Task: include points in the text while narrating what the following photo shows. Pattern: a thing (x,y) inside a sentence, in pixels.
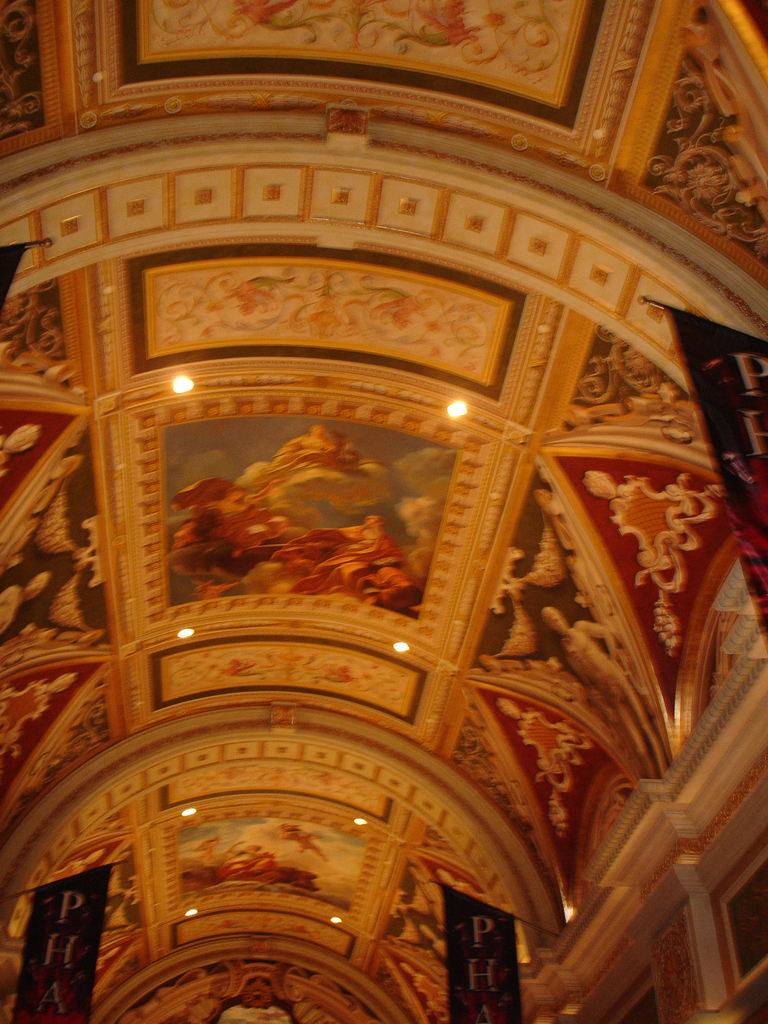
This is inside of a building (269,744). On the wall (262,715) there are lights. Also there are paintings (293,485) and some art (17,416) on the wall (399,353).
